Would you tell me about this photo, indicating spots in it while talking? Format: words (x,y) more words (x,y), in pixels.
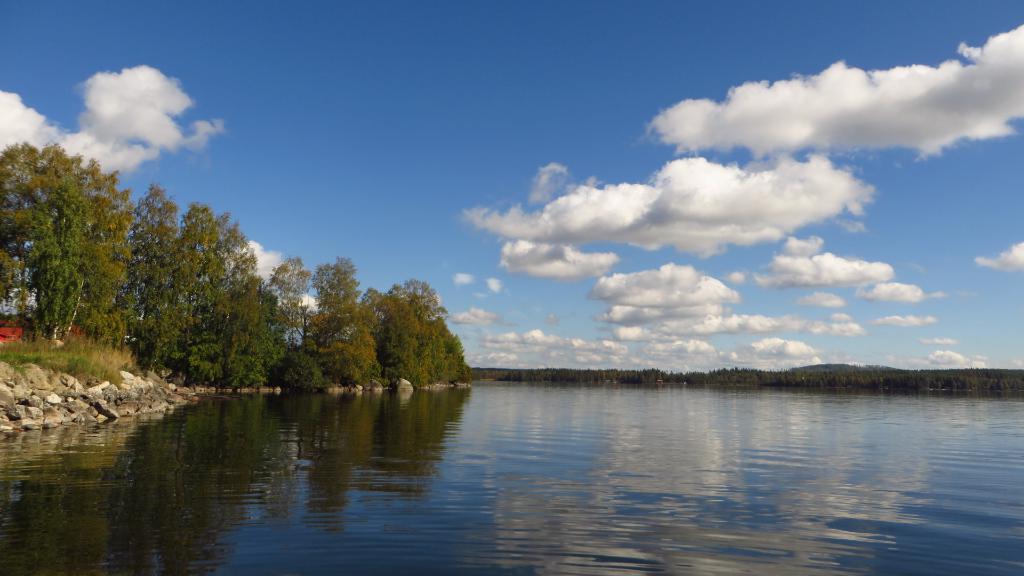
In this image we can see water (236,456), stones (44,408), grass (37,345), and trees (274,346). In the background (708,290) there is sky (27,74) with clouds (209,122).
